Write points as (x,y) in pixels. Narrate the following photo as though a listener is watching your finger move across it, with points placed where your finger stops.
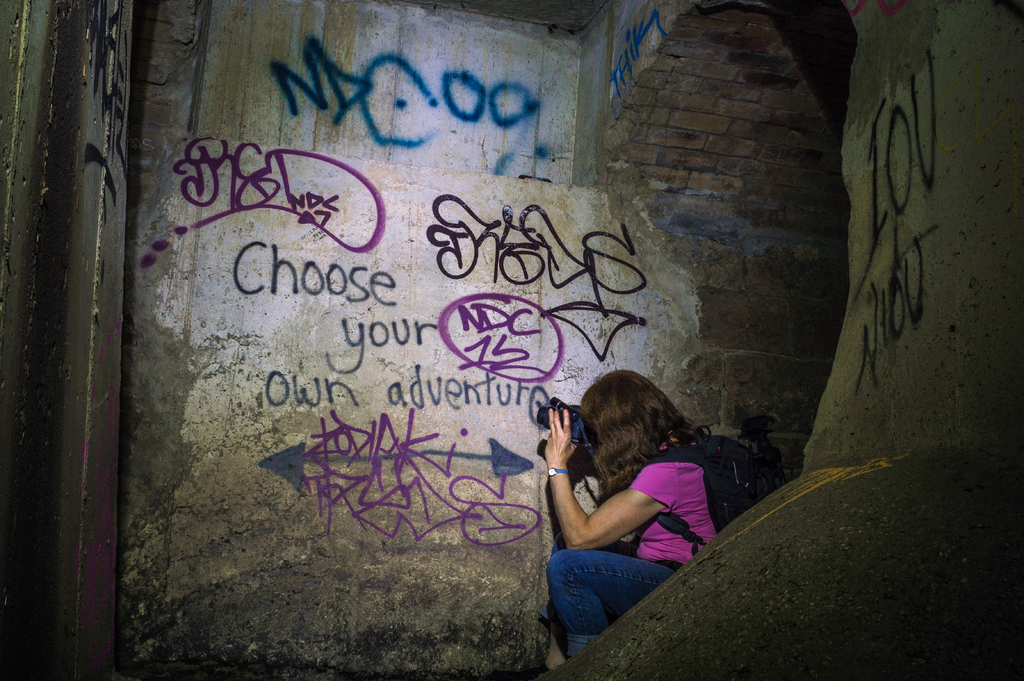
In this image we can see a lady (648,537). A lady (648,537) is wearing a backpack (737,486) and she is holding some object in her hand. There is some text (450,194) on the walls (379,194) in the image.
